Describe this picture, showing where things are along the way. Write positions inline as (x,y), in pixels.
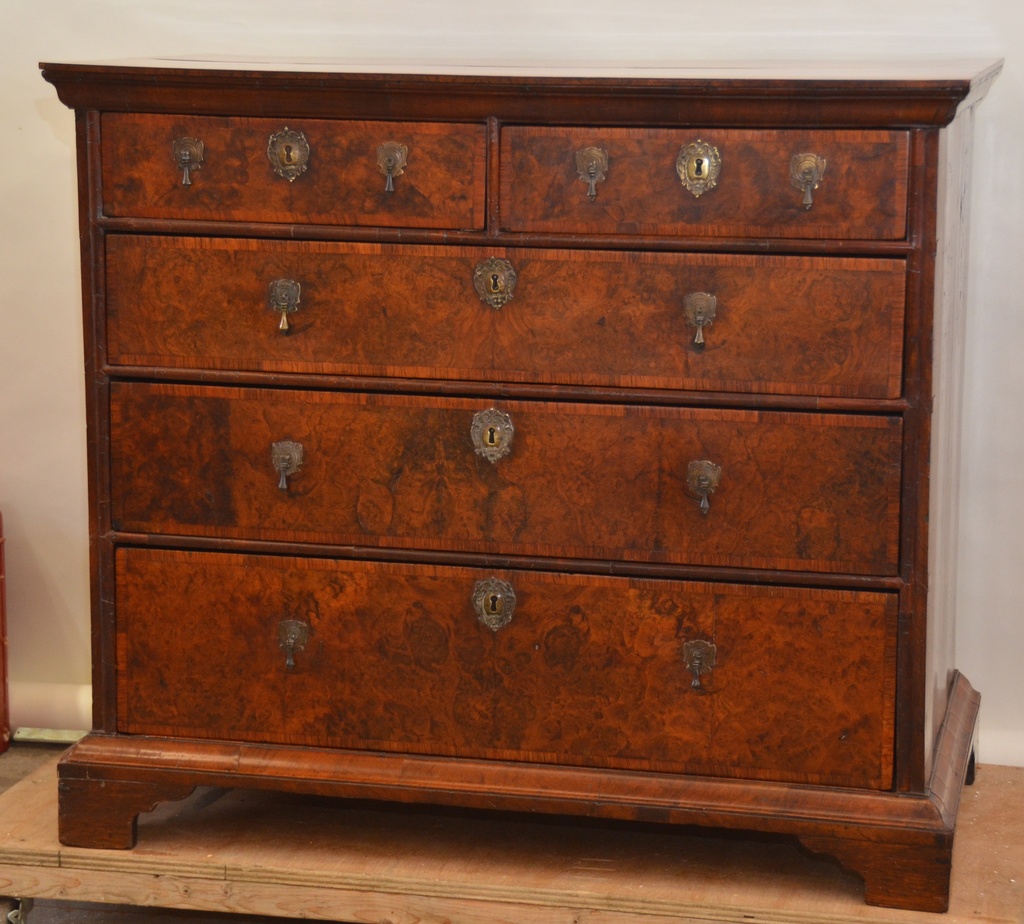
This image is taken indoors. In the background (27,351) there is a wall (40,98). At the bottom of the image (83,917) there is a floor (83,916). In the middle of the image (558,402) there is a cupboard (264,308) on the table (501,854). The cupboard (588,549) is brown in color.
